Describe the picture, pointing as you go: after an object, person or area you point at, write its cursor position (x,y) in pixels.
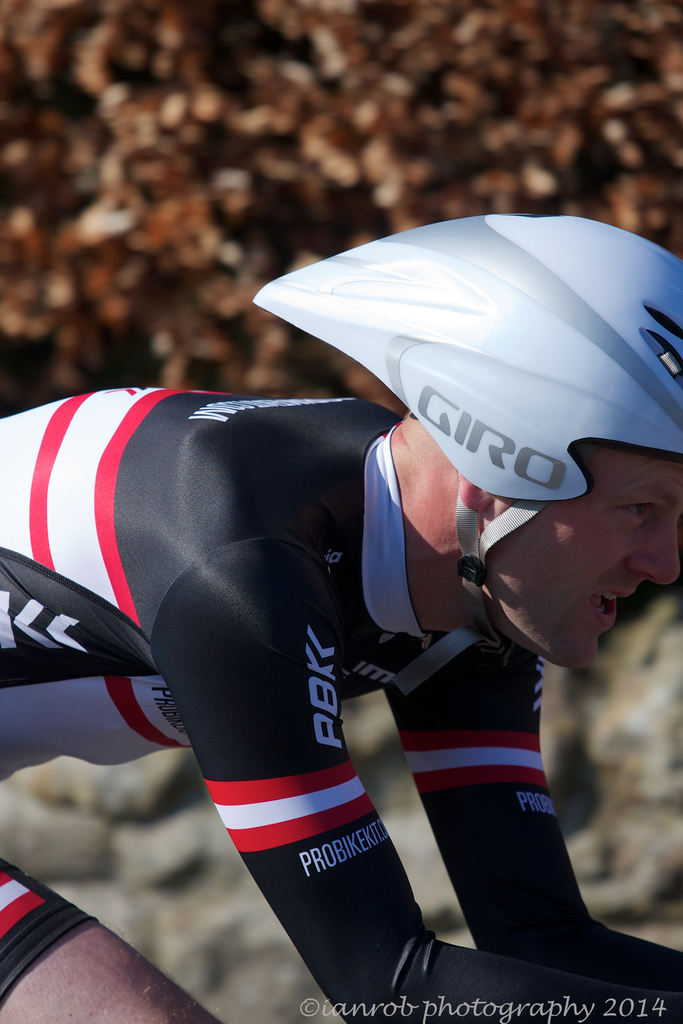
In this picture we can see a man (230,827) here, he wore a helmet (571,456), we can see a blurry background (325,153), at the right bottom (609,1000) there is some text (443,1006).
